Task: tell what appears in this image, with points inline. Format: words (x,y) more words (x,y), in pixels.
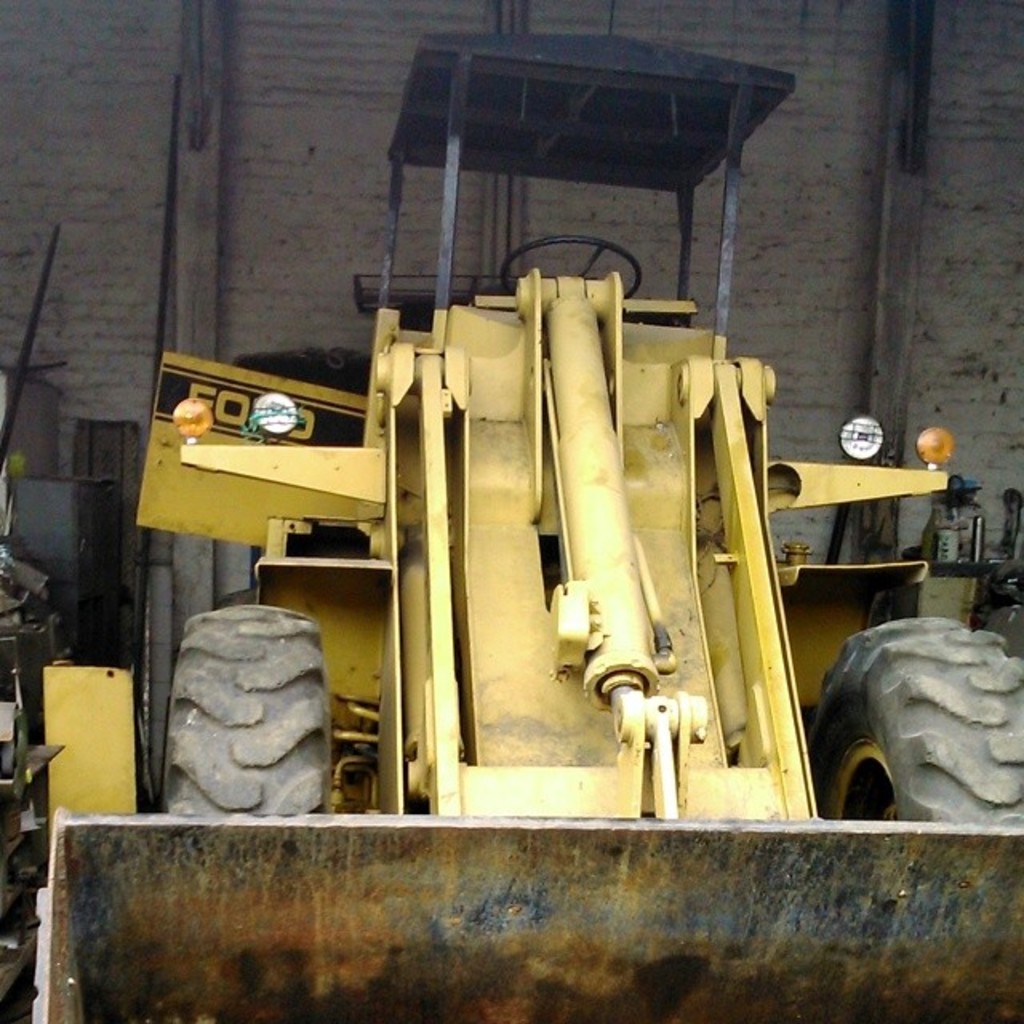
In this image there is a bulldozer (265,761) on the ground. Behind it there is a wall (208,153). To the left (47,552) there are a few objects (52,572) on the ground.
